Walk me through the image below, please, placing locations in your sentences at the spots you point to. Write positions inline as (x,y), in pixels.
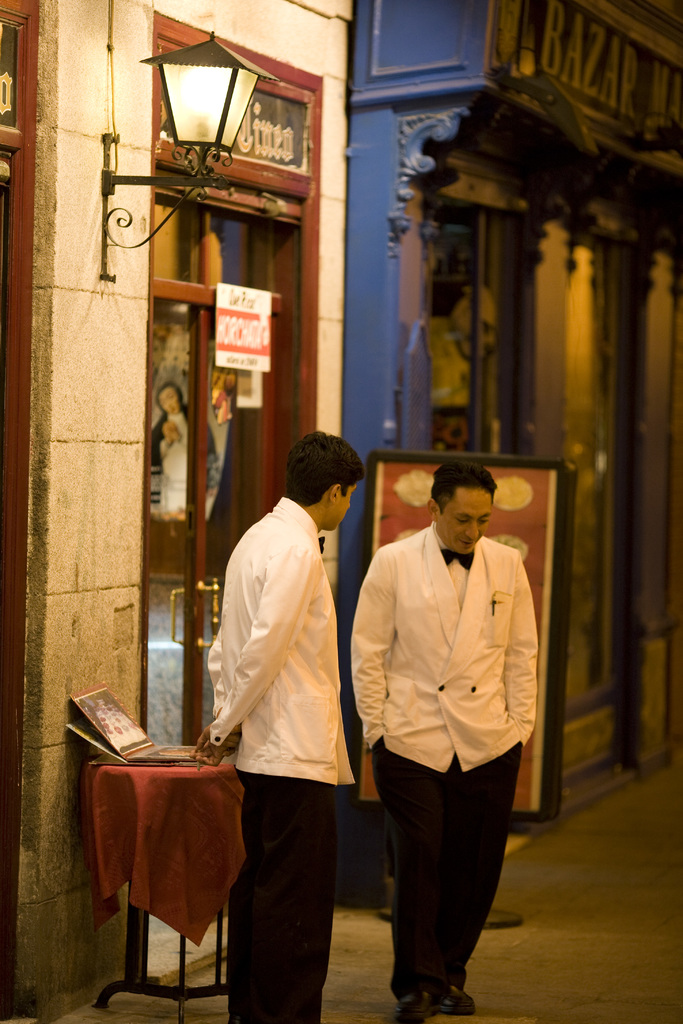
In this picture I can see in the middle (337,455) two men (446,759) are there, they are wearing trousers (316,860), coats (368,688). At the top (171,129) there is a lamp (202,117), it looks like a store (270,499).
